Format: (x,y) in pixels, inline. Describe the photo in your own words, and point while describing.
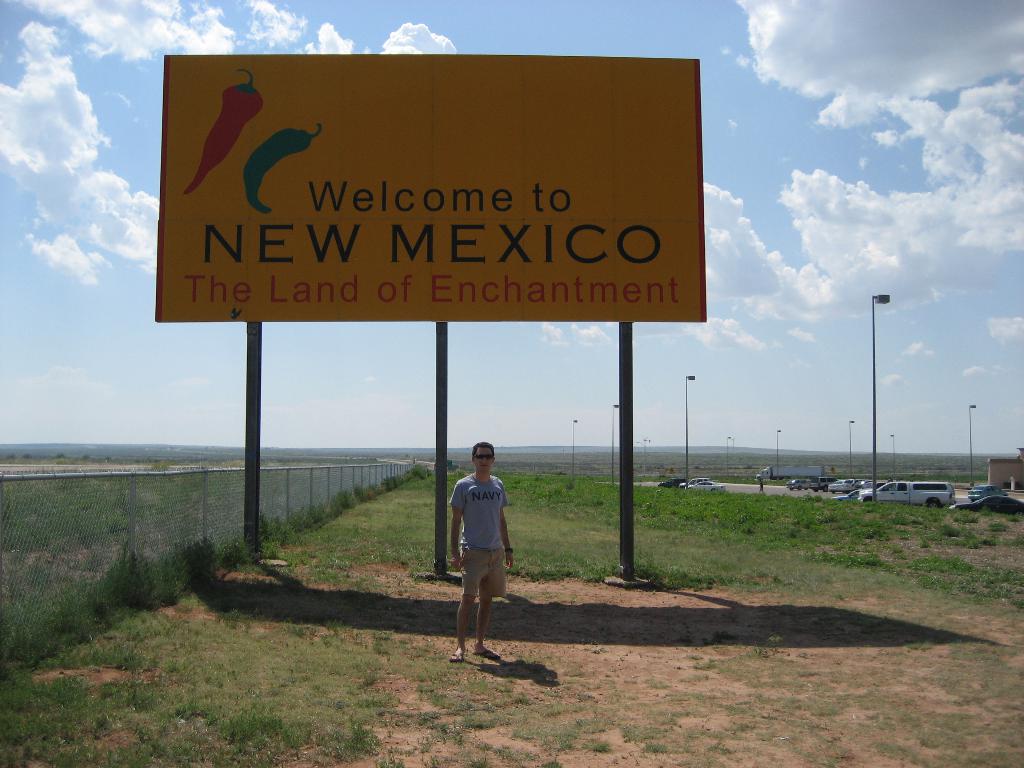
In this picture there is a man (459,541) standing and we can see hoarding (467,288) on poles (444,442), grass (197,732) and fence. We can see vehicles (701,482), lights (691,376), poles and wall (992,472). In the background of the image (47,274) we can see sky (61,366) with clouds (72,182).
